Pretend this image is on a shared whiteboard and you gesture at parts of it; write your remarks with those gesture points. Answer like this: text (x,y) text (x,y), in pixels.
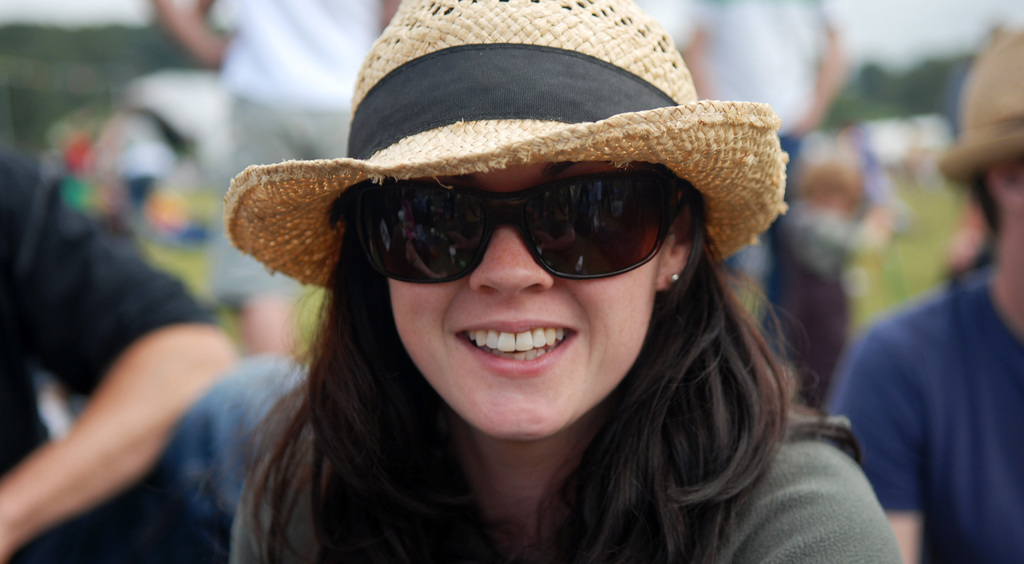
There is a lady (450,350) wearing a goggles (444,243) and hat (415,156). In the background (138,137) it is blurred and some people (764,48) are there.
